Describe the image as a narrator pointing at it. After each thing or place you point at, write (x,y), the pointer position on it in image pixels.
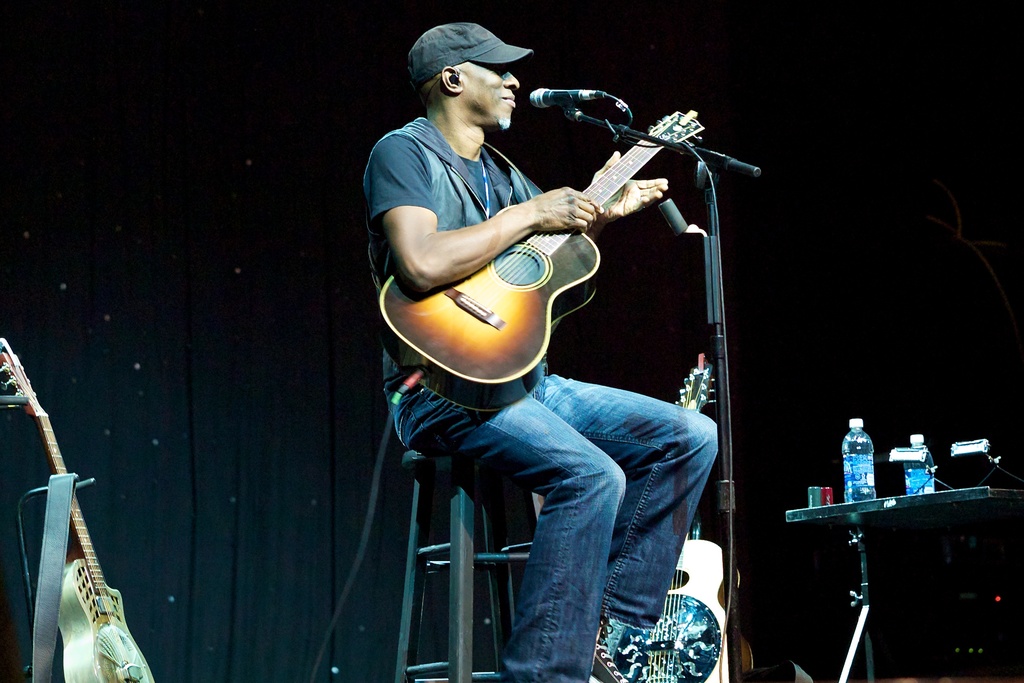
This picture is completely dark on the background (309,79). Here we can see a man (519,660) sitting on a chair (460,676) and playing a guitar (630,166). This is a mike (590,95). He wore a black cap (495,50). At the left side of the picture (103,666) we can see one guitar (116,670) and at the right side of the picture (933,500) we can see a table (894,505) and water bottles (908,479) on it.
